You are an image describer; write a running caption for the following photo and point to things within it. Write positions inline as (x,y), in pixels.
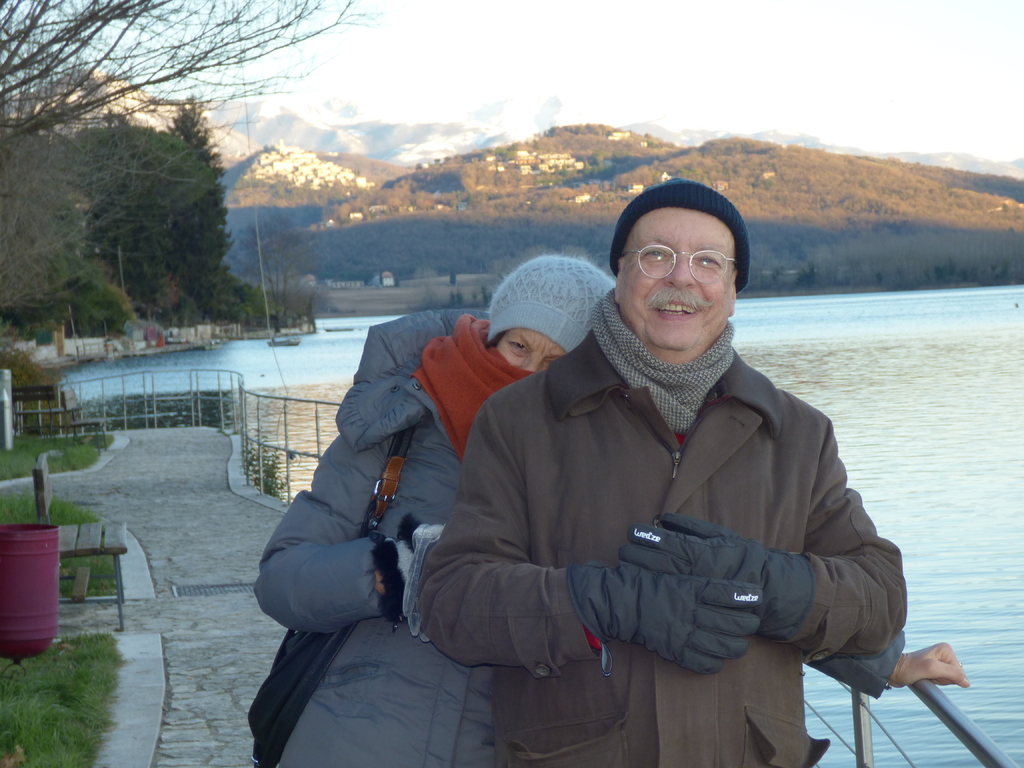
In the picture I can see a man (618,474) and a woman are standing together. In the background (357,342) I can see the water (317,342), trees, fence (300,468), the grass (98,558), bench (63,529), mountains (383,192) and the sky (462,111).
